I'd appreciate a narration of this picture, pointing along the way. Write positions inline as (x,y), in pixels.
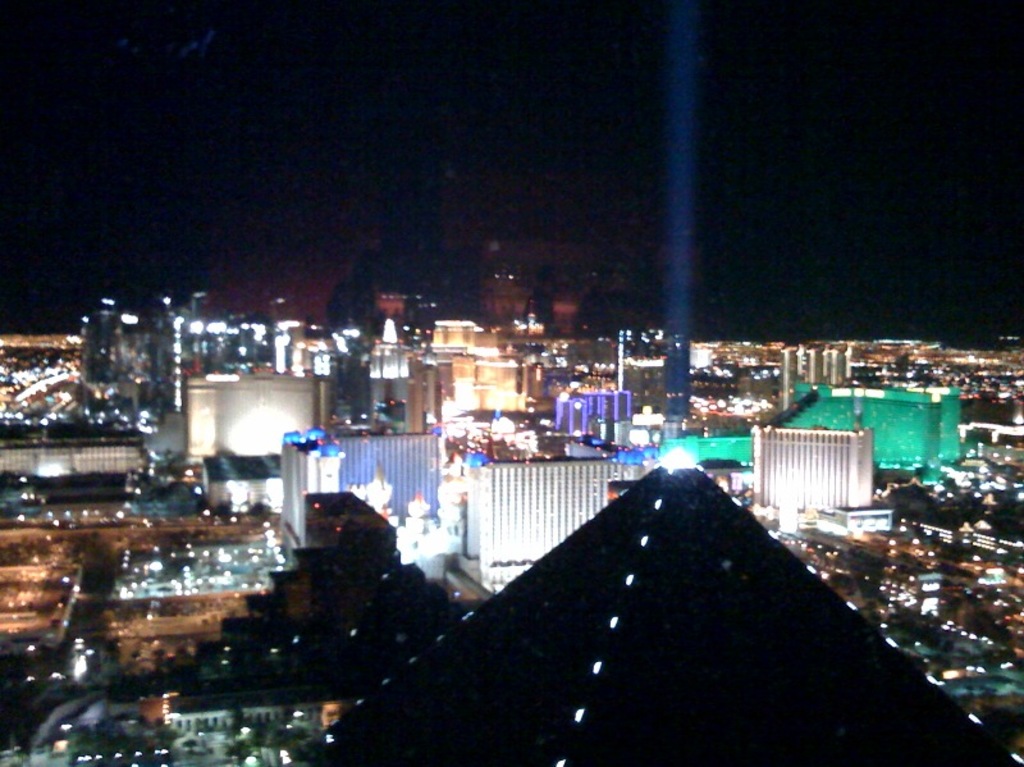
In this picture I can see buildings (428,401) and I can see lights (69,397) and looks like picture is taken in the dark.
